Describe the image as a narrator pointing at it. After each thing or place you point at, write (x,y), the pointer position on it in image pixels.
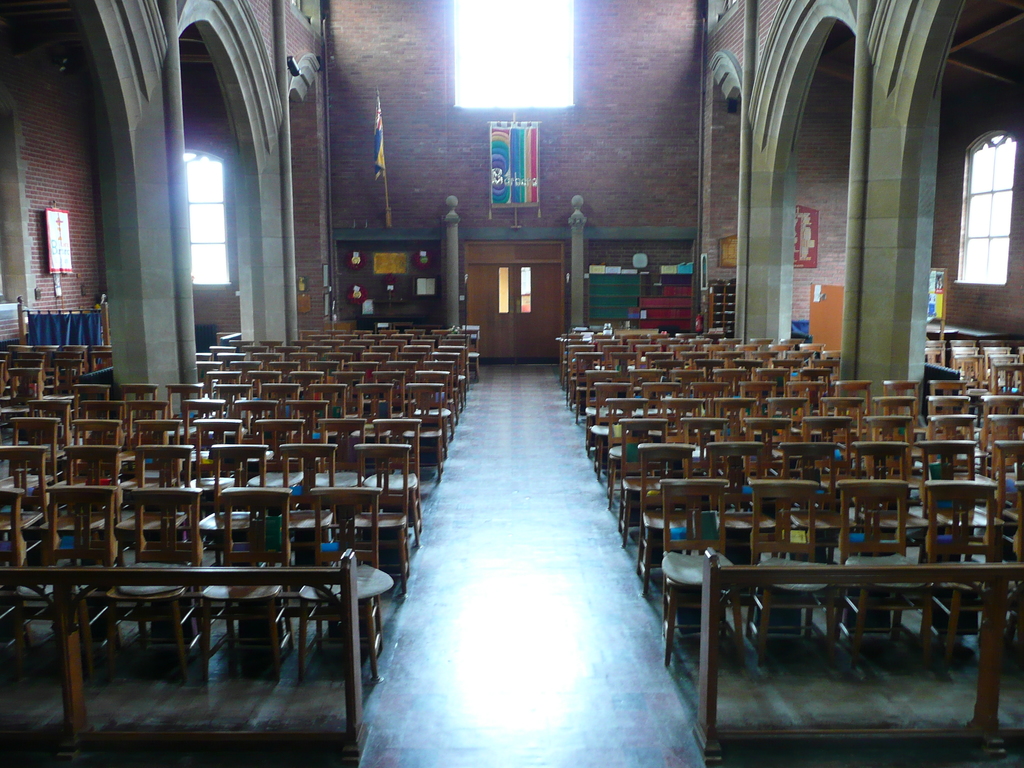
This picture is clicked inside. In the center (434,444) we can see many number of wooden chairs (412,452). On both the sides we can see the arch (166,40). In the background (541,58) there is a window (537,41), flag (382,153) and a wooden door (542,301) and some other items (600,274).
